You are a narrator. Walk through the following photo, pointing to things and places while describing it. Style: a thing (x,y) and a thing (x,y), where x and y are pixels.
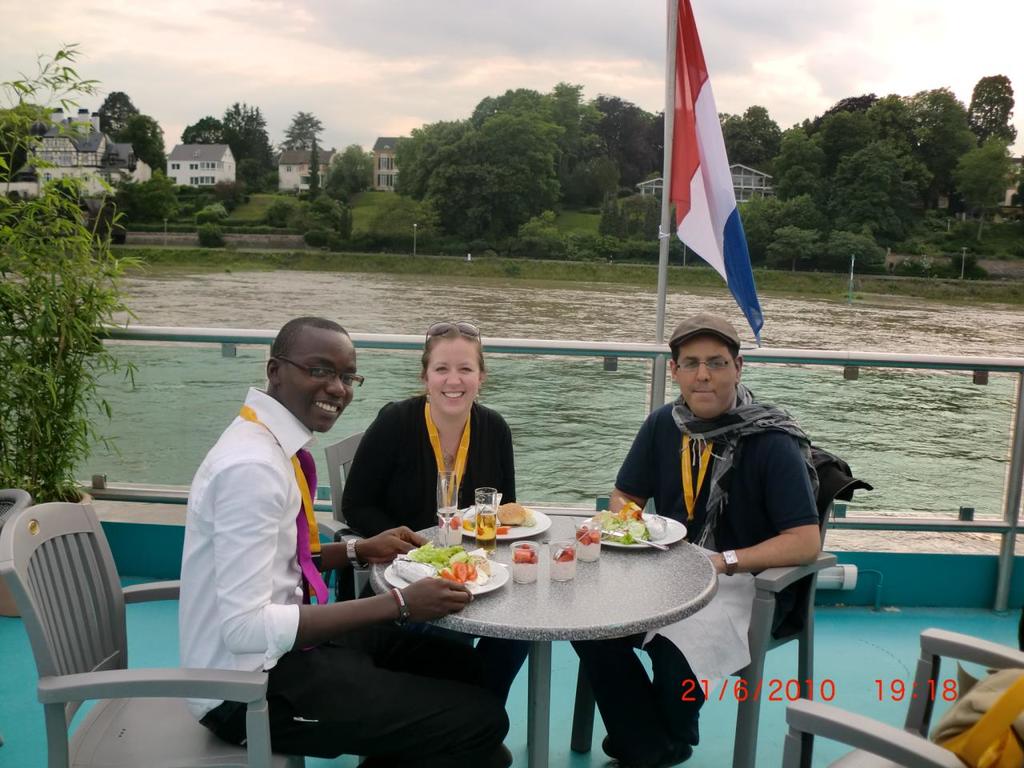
These three persons (806,484) are sitting on the chairs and smiling and wear glasses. We can see plates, food (500,532), glass (450,531) on the table (559,594). On the background (527,110) we can see trees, houses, sky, flag (712,235), water (460,290).
